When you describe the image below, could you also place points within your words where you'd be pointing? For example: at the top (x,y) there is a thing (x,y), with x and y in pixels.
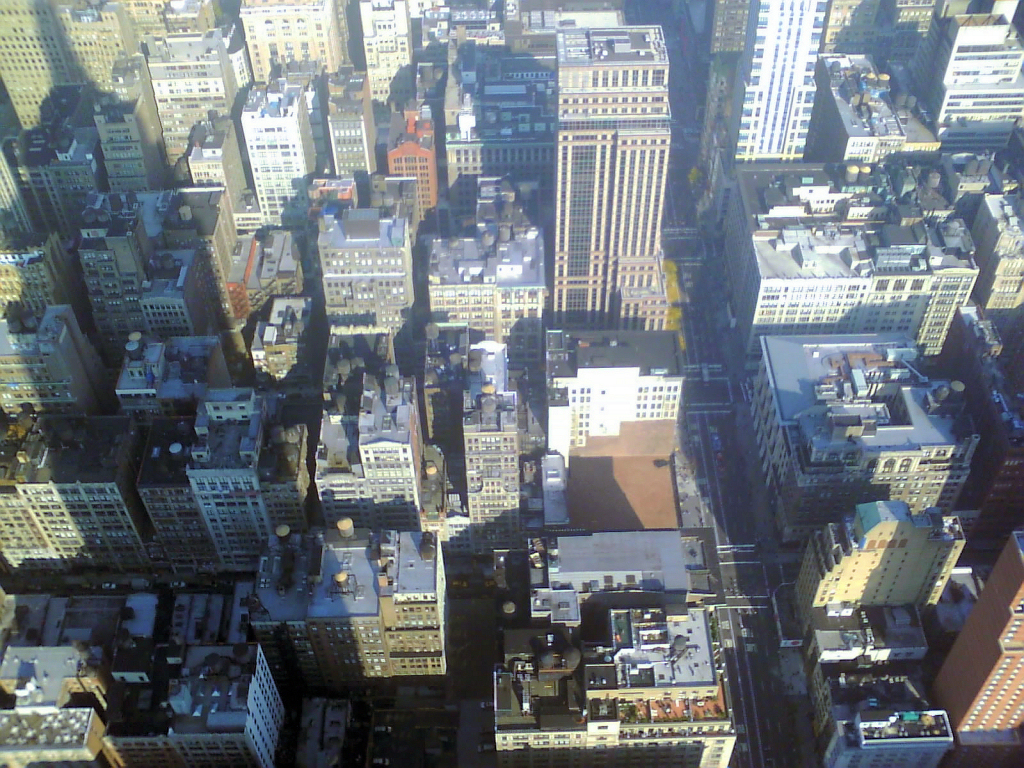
This is the aerial view of the city (209,474). This picture is clicked inside the city (729,399). In this picture, we see many buildings (477,434). In the middle of the picture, we see the road (764,615) on which vehicles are moving.
